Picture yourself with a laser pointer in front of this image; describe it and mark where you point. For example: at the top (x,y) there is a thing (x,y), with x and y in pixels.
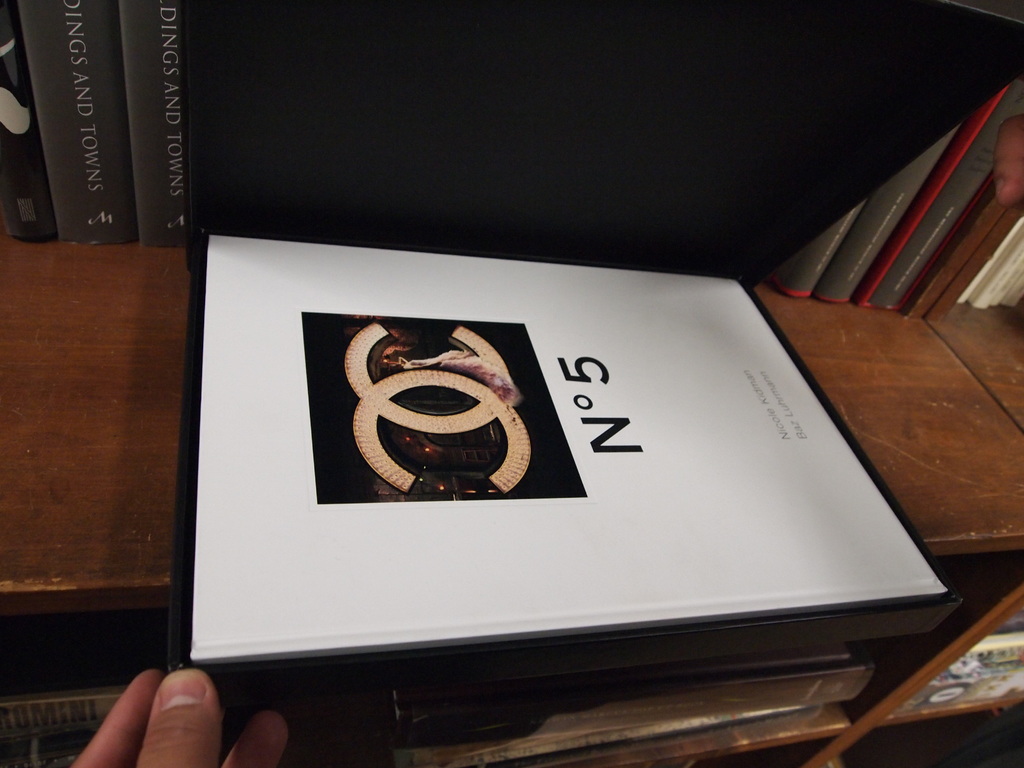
In this image we can see books (997,272) on the bookshelf (18,719). In the bottom left corner of the image (139,732) there is a person's hand (162,757) holding a book (381,467).
